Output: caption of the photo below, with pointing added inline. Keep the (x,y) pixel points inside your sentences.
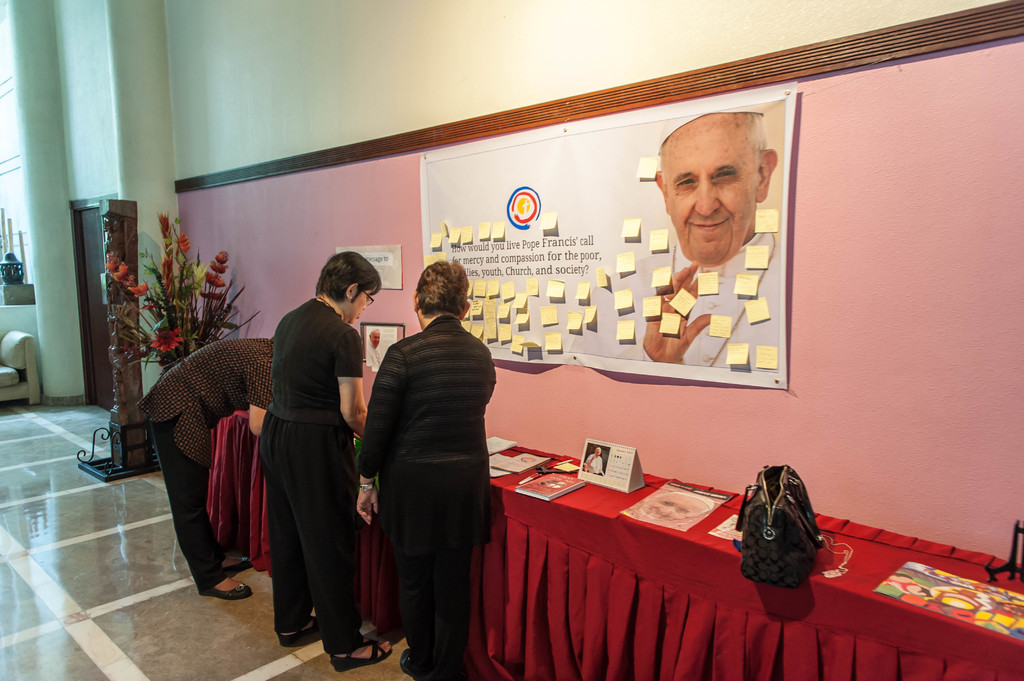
In this image i can see three persons (400,525) standing at the background (173,320) i can see few books (529,467), a bag (783,486) on a table (662,547), a banner (696,238) on a wall (859,218), a small flower pot (167,333), a door (96,259) and a wall (230,155).
